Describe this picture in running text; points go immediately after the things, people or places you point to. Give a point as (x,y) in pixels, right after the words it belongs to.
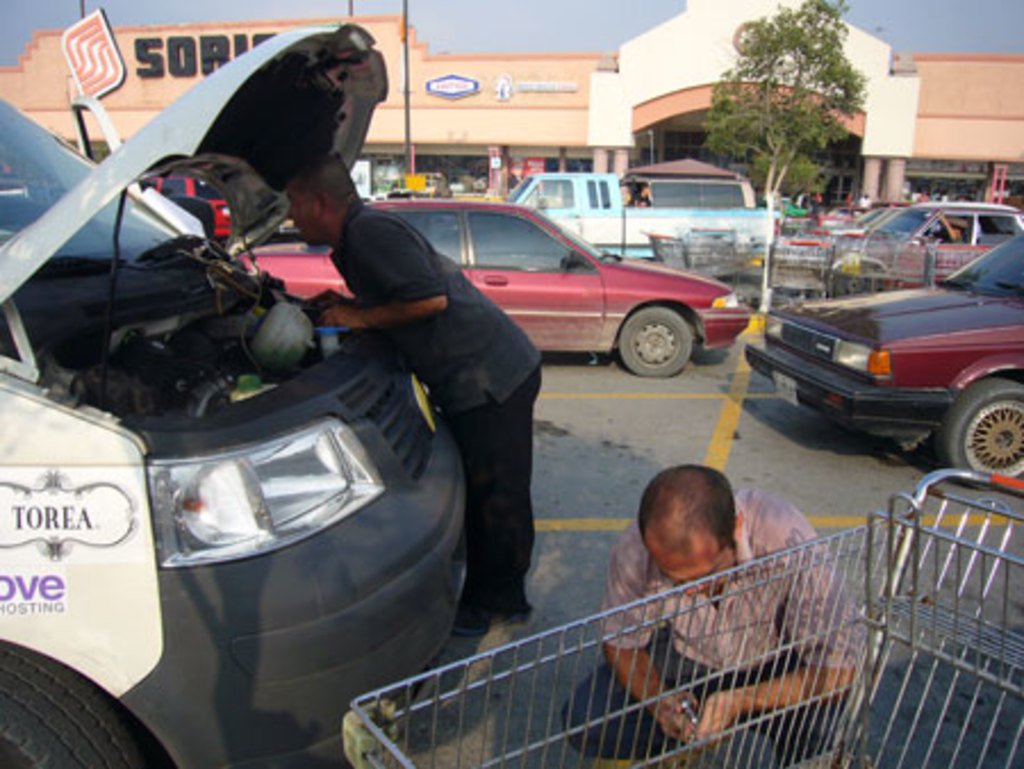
This is the picture of a road (615,456). On the left side of the image (310,233) there is a person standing beside the vehicle (321,634) and there is a person (686,465) sitting beside the trolley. At the back (648,278) there are vehicles (946,363) on the road (625,439). There is a tree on the footpath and there is a building (609,108) and there are group of people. At the top (942,29) there is sky (935,44). At the bottom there is a road (577,465).
